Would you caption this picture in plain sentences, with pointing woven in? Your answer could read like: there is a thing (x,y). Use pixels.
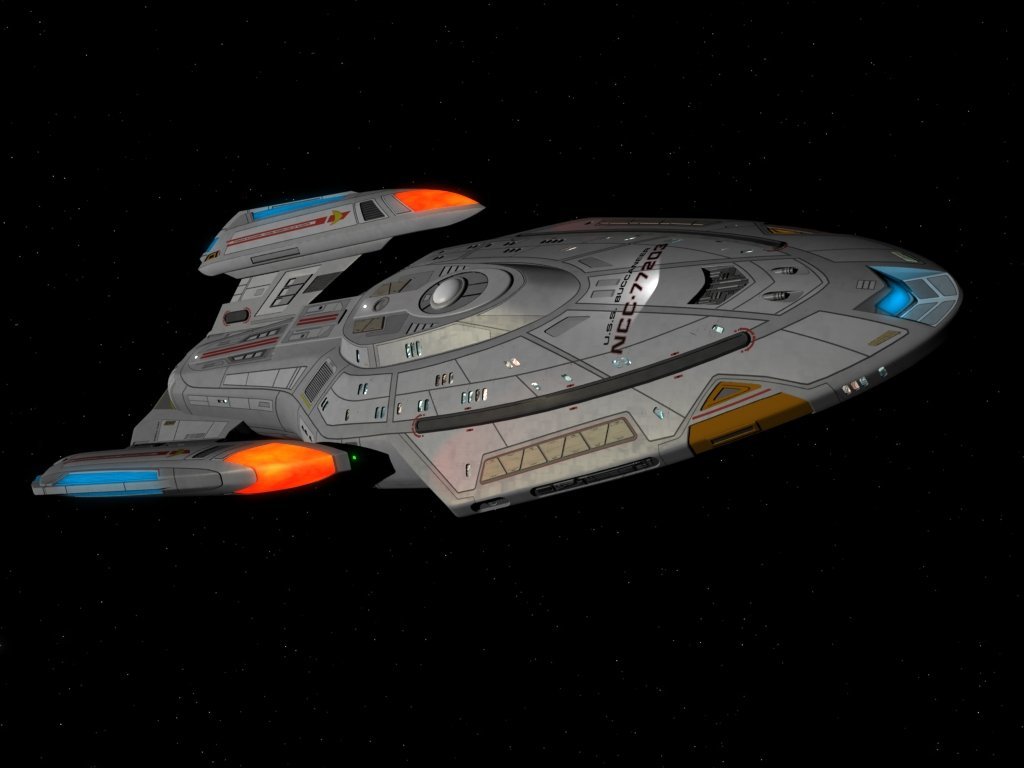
In the image there is a spaceship (416,299) and the background (985,129) is dark.
